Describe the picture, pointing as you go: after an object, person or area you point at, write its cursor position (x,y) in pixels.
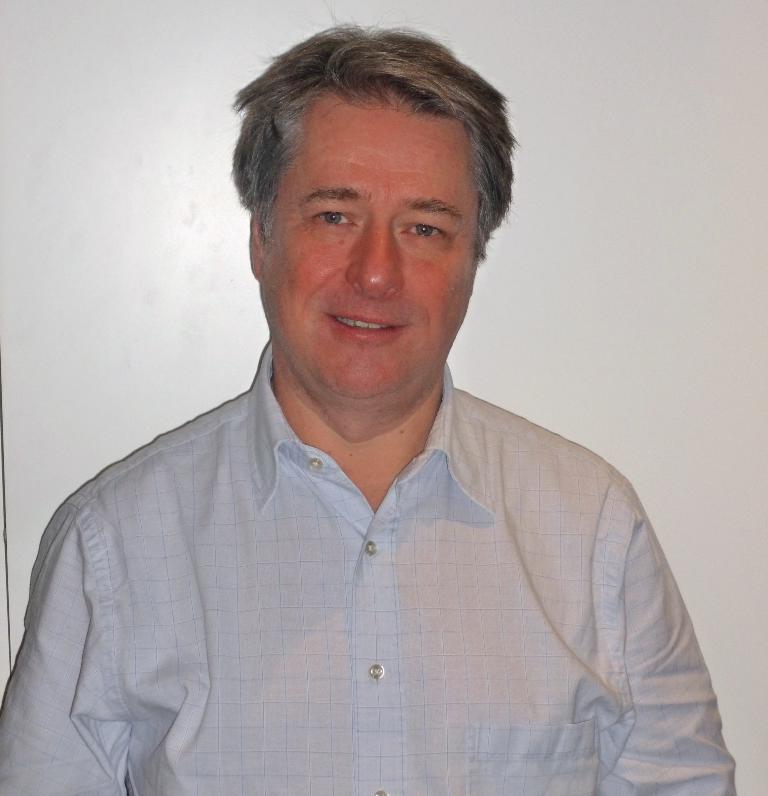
In this image, we can see a person (443,504) wearing clothes (270,480) on the white background.
